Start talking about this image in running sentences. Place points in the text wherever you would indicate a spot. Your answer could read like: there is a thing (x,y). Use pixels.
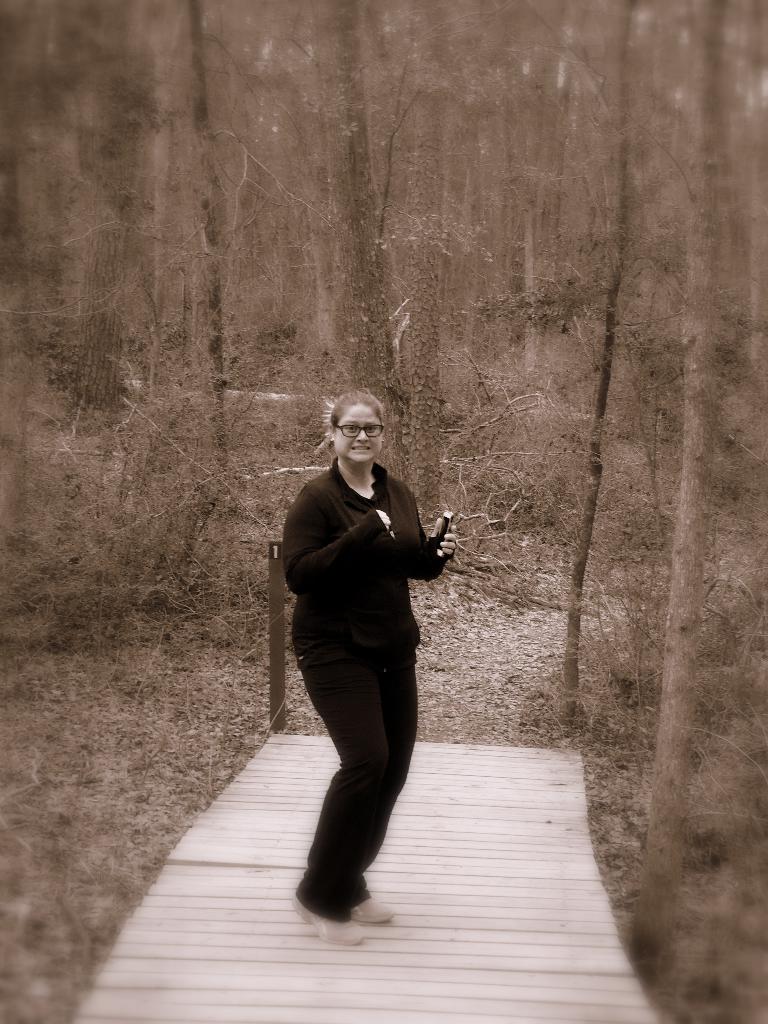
There is a woman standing and wore glasses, behind this woman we can see trees (243,190).
